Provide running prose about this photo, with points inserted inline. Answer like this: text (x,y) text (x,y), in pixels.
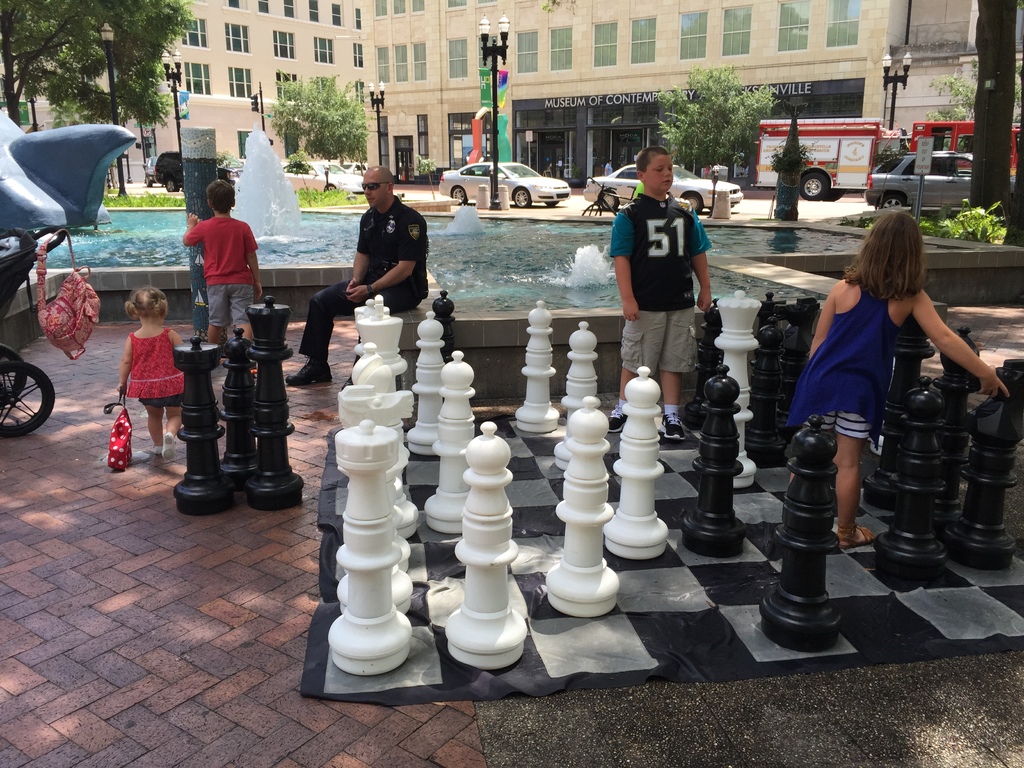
In this image we can see a few people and a chessboard (452,573), there are some poles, lights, trees (696,166), plants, grass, vehicles (682,166) and water (281,209), in the background (389,75), we can see a building (413,176).
